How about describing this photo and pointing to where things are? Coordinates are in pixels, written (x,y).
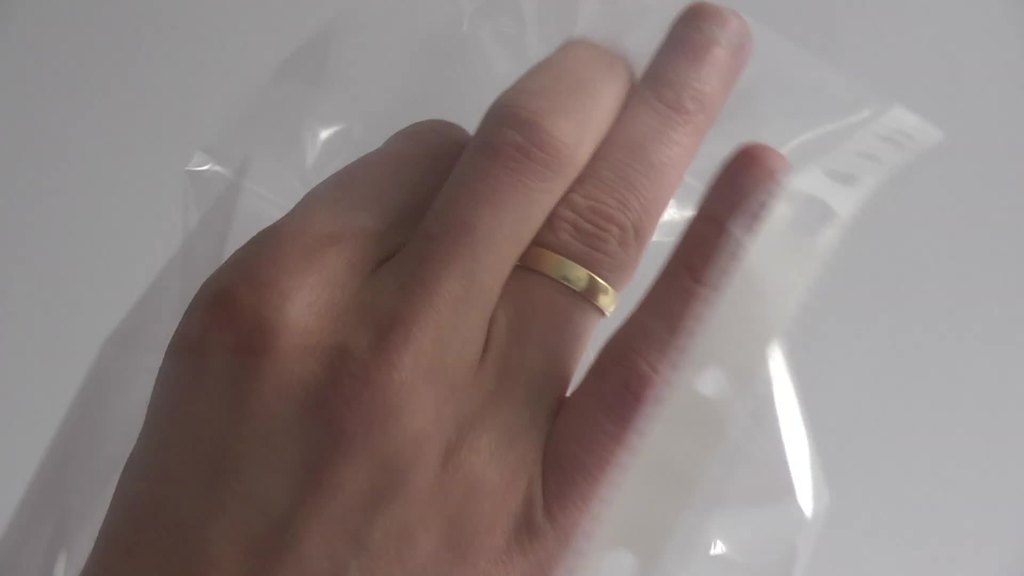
In the image there is a hand (318,354) of a person (440,444) and also there is a ring (566,276) on the finger (544,283). And there is a cover (667,472).
